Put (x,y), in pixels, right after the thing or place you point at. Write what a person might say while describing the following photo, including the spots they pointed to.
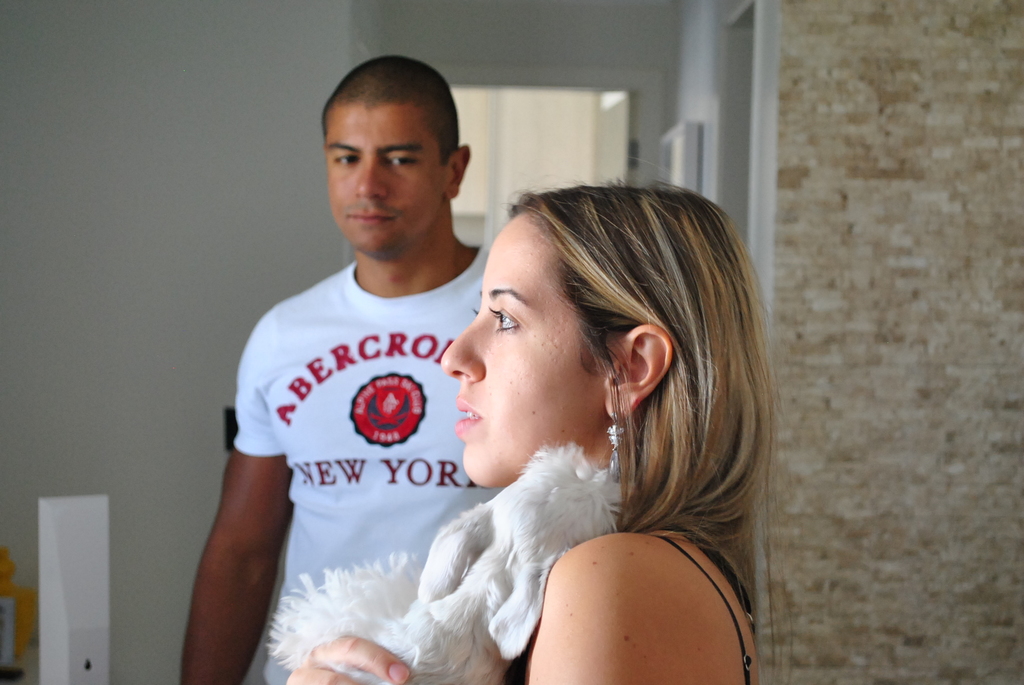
In the center of the image (563,255) there is a lady (621,521) holding a puppy (553,532). There is a man (294,380) wearing a white color t-shirt (296,385). In the background of the image (768,36) there is a door (751,37). There is a wall (219,66).
